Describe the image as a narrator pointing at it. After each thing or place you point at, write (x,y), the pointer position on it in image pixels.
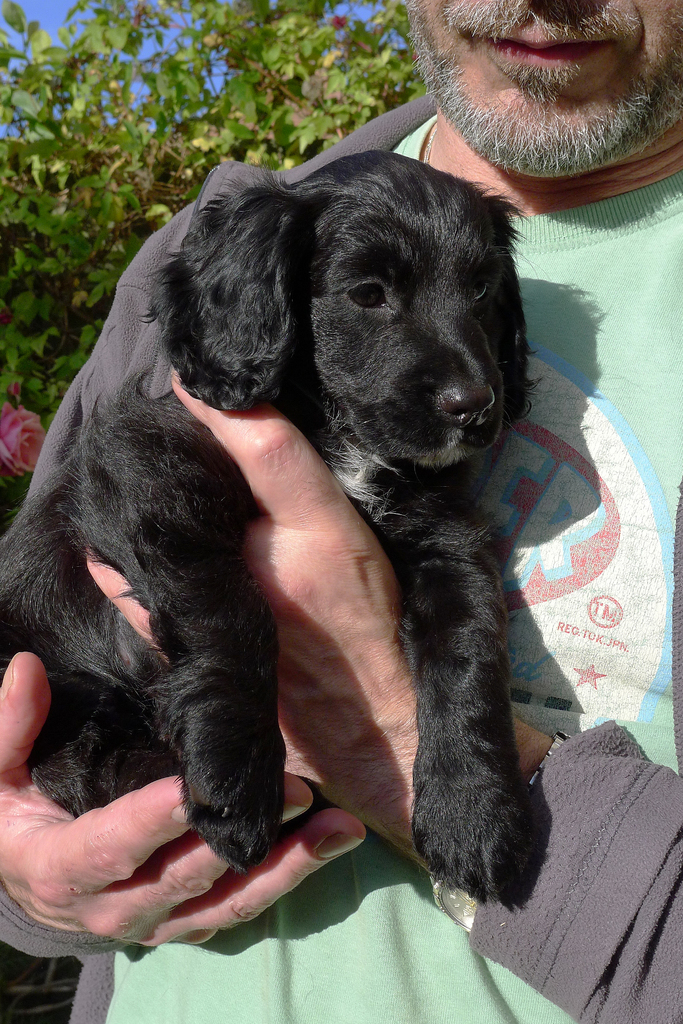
In this image i can see a man (610,333) wearing green t shirt (624,429) and grey jacket (627,879) is standing and holding a black dog (369,485). In the background (9,357) i can see the flower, a tree (65,305) and the sky (154,23).
